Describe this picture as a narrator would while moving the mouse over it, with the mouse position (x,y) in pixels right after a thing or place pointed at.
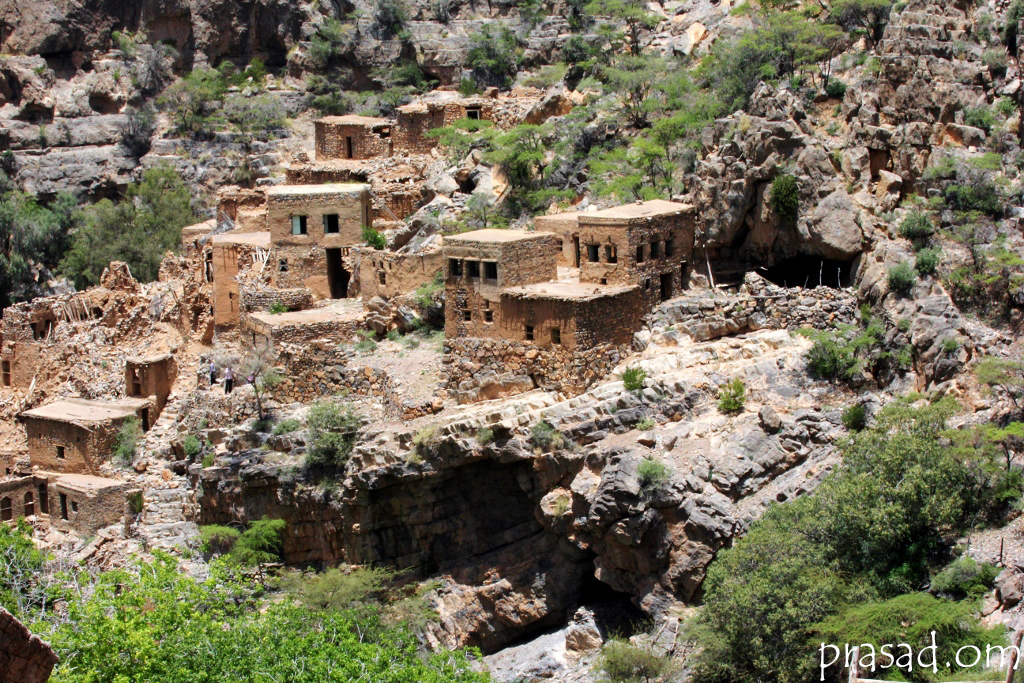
In the image there are many brick buildings (102,415) on the hills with trees (761,574) and plants (973,187) all over it.
